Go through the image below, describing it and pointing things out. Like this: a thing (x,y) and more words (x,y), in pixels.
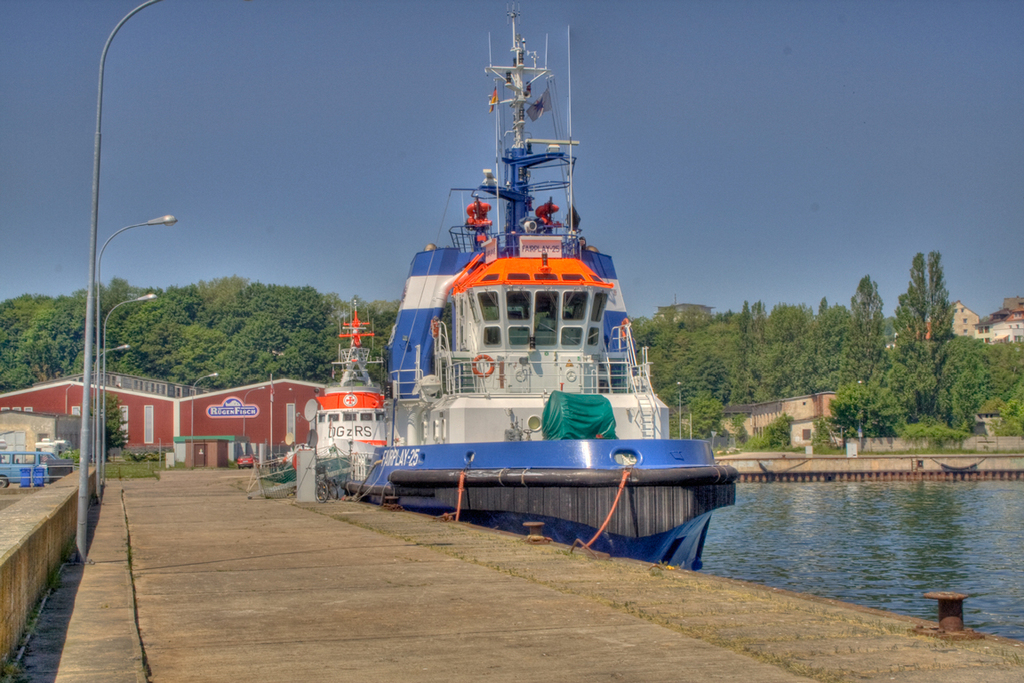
This picture shows boats (397,428) in the water (810,548) and we see buildings (293,423) and a car (13,460) parked and we see trees (278,326) and few pole lights (146,299) and a blue sky (989,142).
